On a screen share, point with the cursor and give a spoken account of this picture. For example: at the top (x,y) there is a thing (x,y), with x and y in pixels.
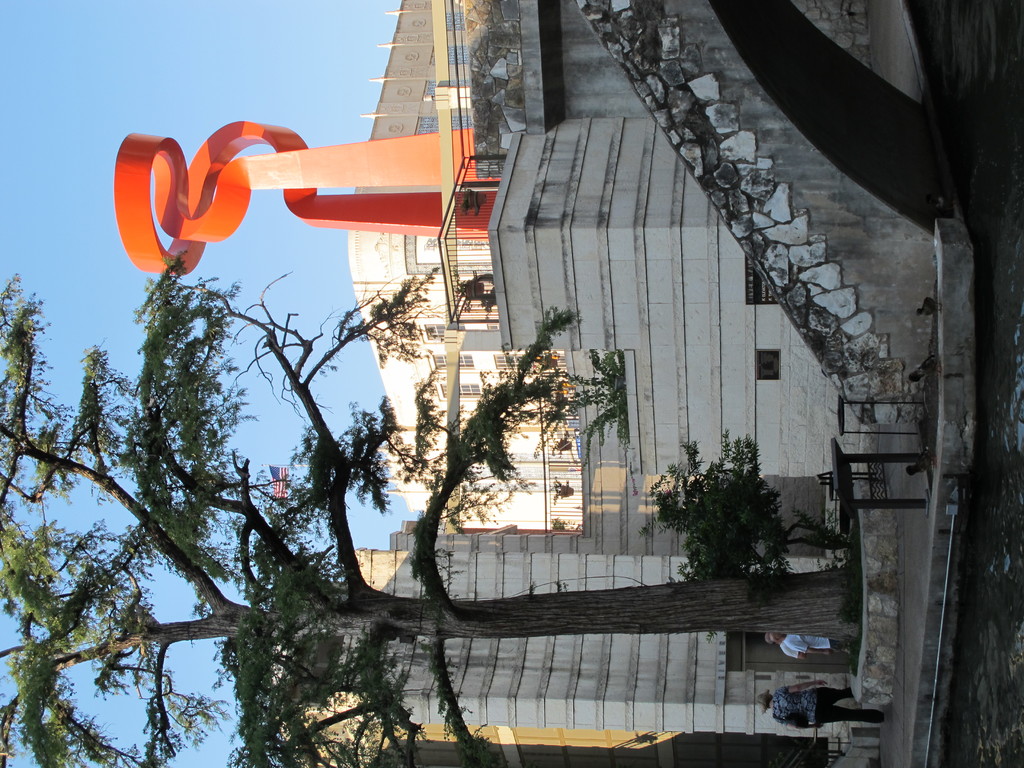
In this picture there is a house (599,316) in the center of the image (634,345) and there is a tree (598,610) at the bottom side of the image (706,625).
